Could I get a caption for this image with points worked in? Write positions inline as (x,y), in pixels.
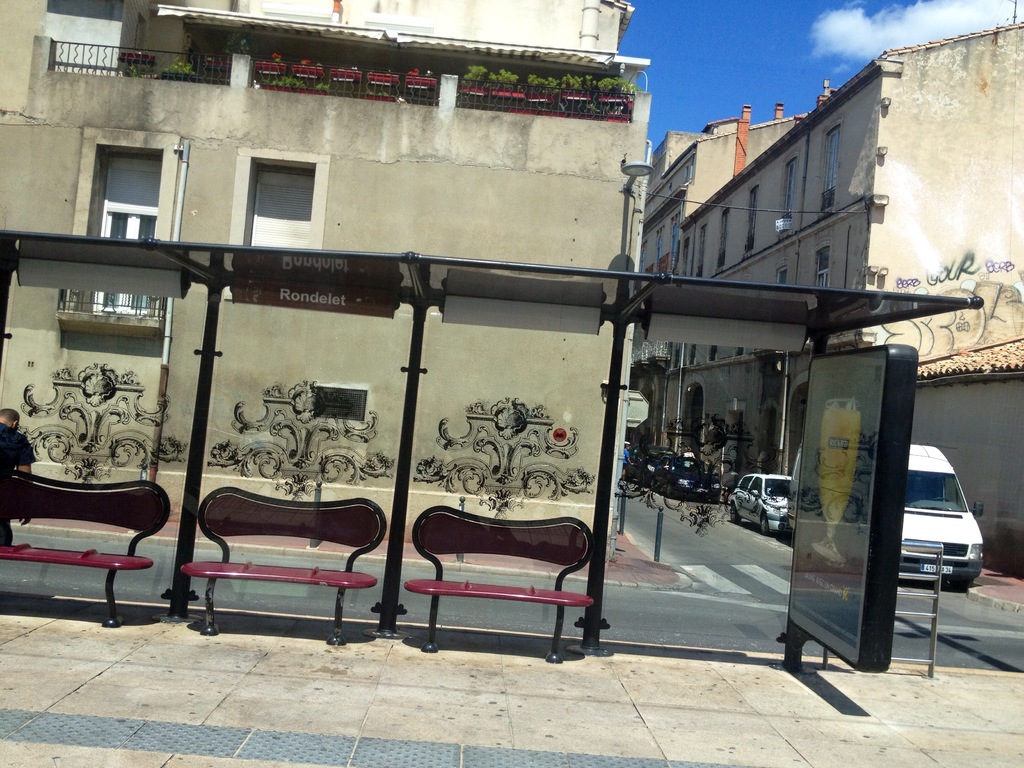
In this picture I can see few benches (431,579) and a board (886,368) at the bottom (454,524). In the background (483,464) there are buildings (485,337) and vehicles (788,489), I can see few plants (588,86) on a building (452,89). In the top right hand side (796,64) there is the sky (718,73).
